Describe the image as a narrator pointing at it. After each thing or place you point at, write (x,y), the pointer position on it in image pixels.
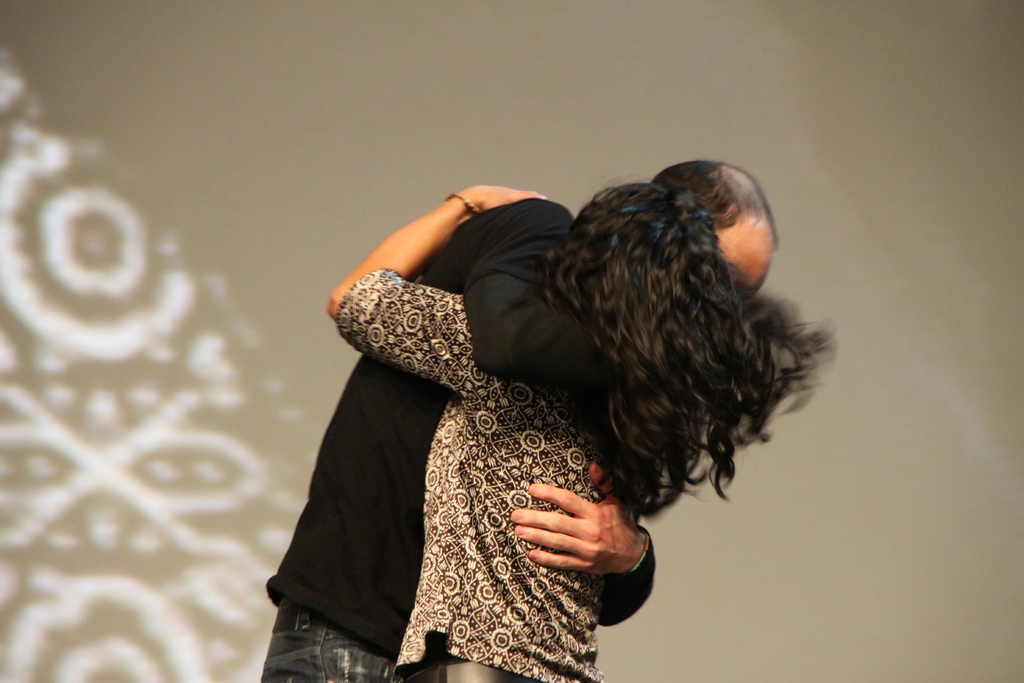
In this image there are two persons (756,226) standing and hugging each other, and in the background (24,236) there is a wall (24,236).
